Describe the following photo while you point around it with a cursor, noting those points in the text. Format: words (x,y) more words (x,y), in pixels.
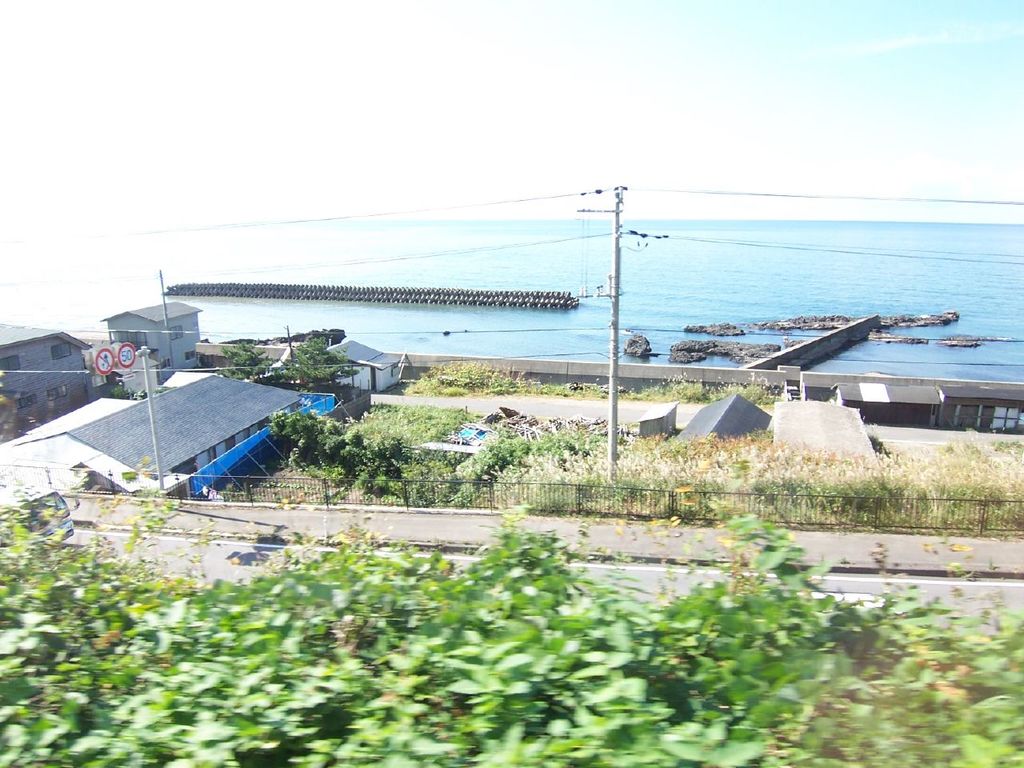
In this image I can see few plants (129,617) in green color. In the background (142,412) I can see the railing (919,501), few sheds (149,426), houses (154,324) and I can also see the electric pole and I can also see few objects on the water (904,282).
